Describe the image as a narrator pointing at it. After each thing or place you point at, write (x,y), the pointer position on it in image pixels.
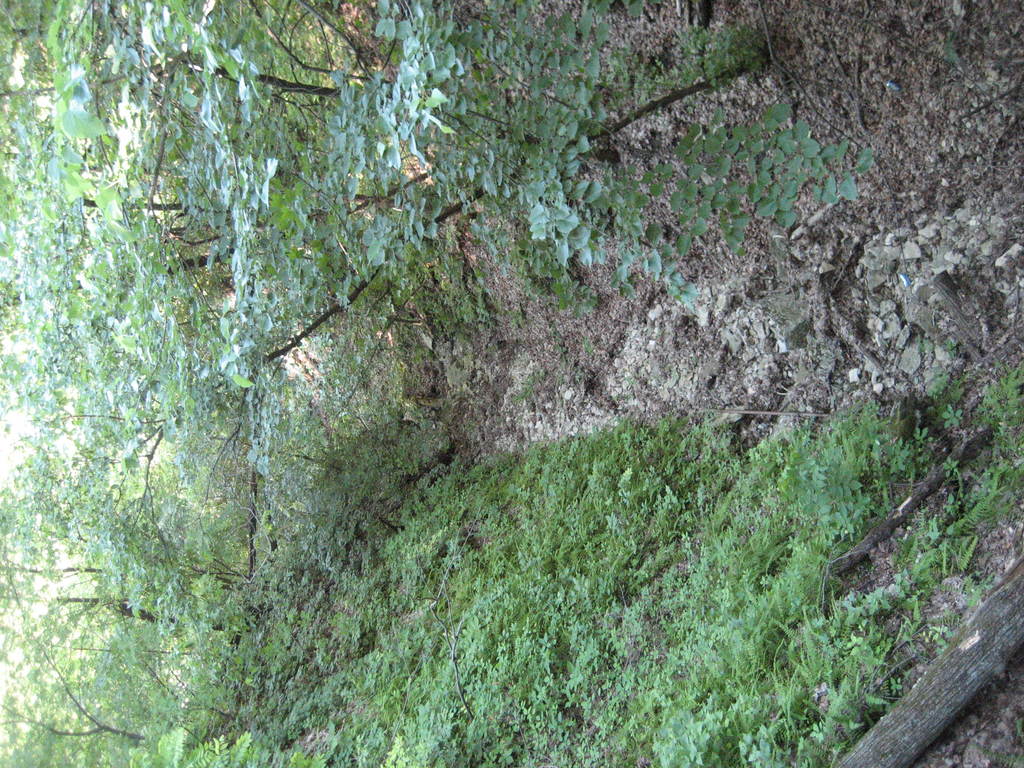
In this image we can see few plants (573,558), trees (331,282) and a wooden log (959,638) on the ground (990,699).
